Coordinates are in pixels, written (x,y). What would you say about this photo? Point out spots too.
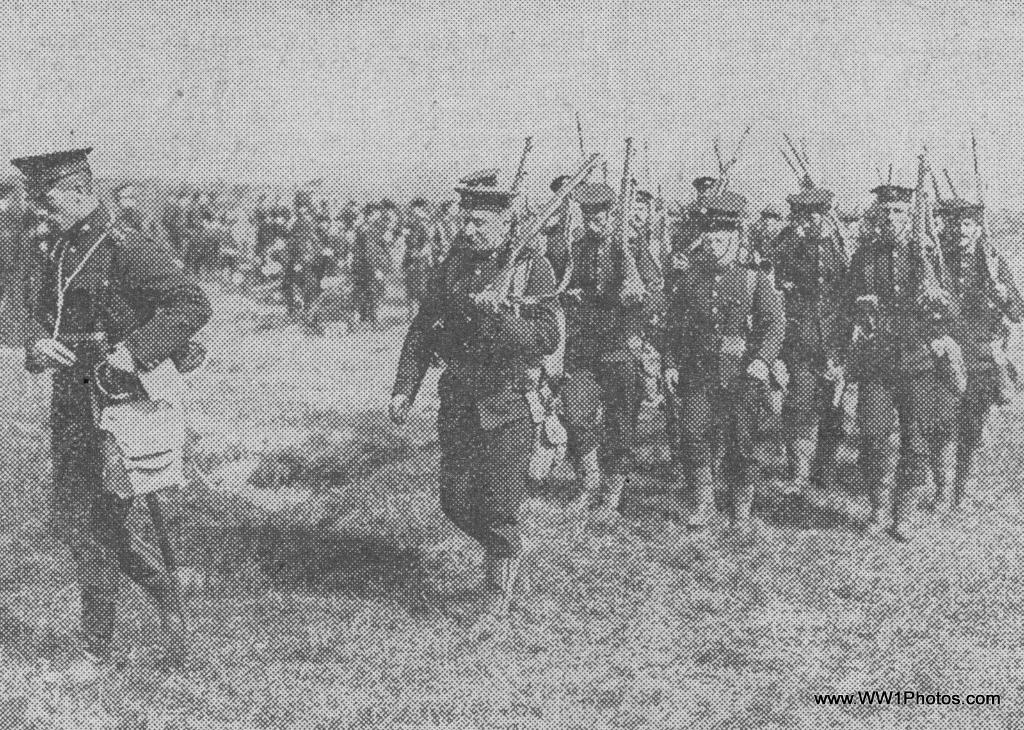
In this picture I can see some people (701,339) are holding guns (535,227) and walking on the grass (2,595).
